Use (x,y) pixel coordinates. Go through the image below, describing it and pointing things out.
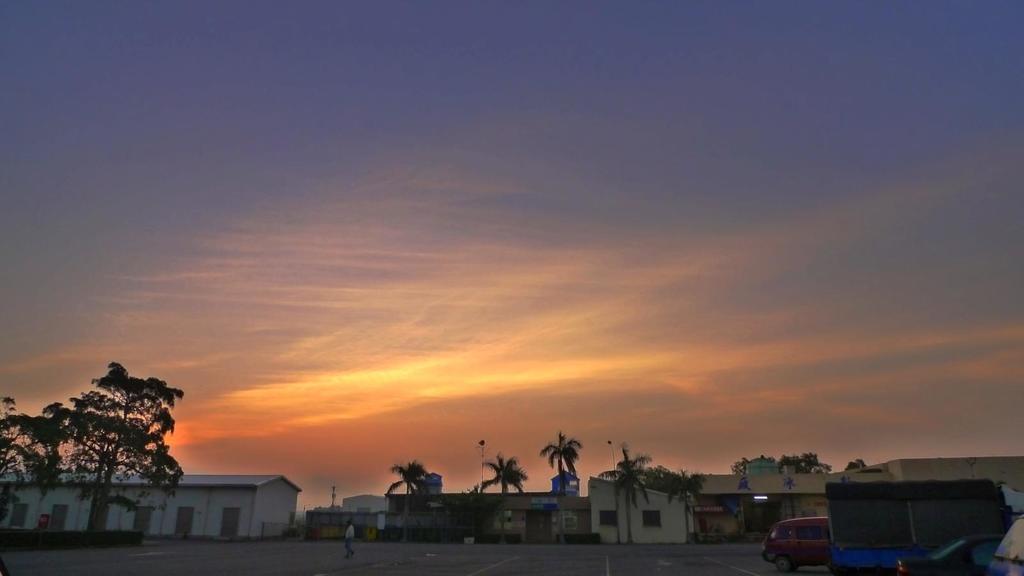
In this picture I can see the buildings (533,528), poles (483,446) and other objects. In the bottom right corner (897,529) I can see the car (791,563), trucks (883,536) and other vehicles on the road (558,560). At the bottom (348,548) there is a man (349,533) who is walking on the road (365,543). In the center (647,346) I can see the orange sky (505,135) and clouds (572,291).
